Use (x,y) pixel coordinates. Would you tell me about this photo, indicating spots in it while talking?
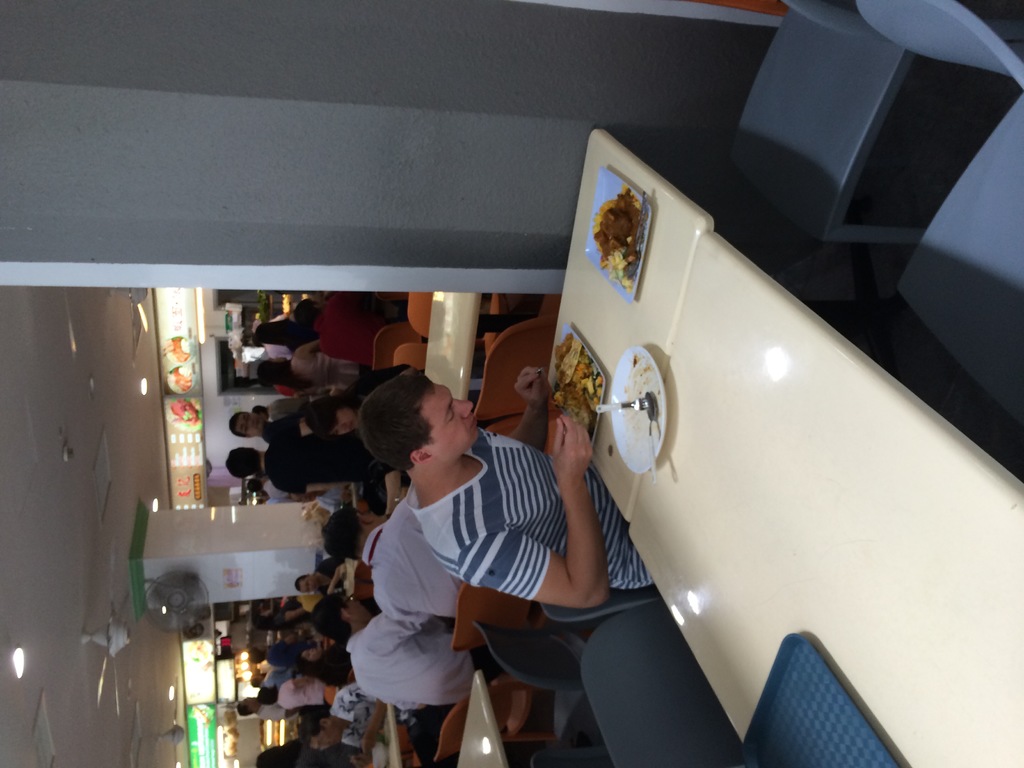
In the image we can see there are many people (313,577) sitting and some of them are standing, they are wearing clothes (285,457). We can see there are many chairs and tables (829,533). Here on the table (753,533), we can see the plates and food (573,373) on a plate (651,363), we can even see the spoon (653,459) and fork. Here we can see lights (18,657), a pillar (194,537) and boards (183,500).
